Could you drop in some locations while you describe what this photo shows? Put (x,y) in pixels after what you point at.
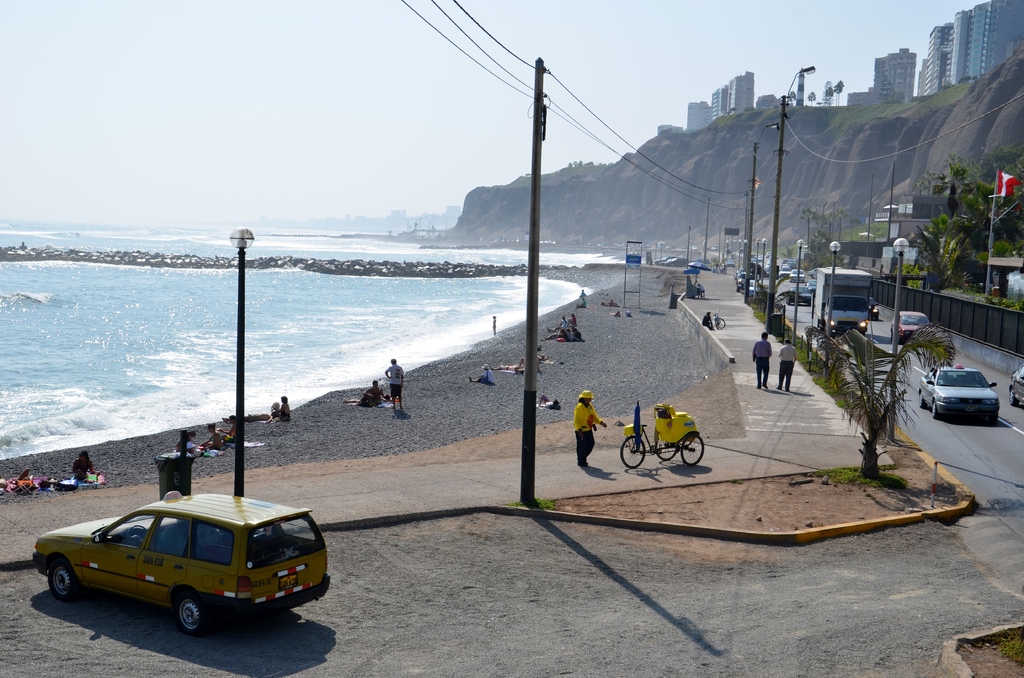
In the foreground of this image (328,625), there is a vehicle (241,569) on the land (491,620). On the right (1016,392), there are vehicles (1016,392) moving on the road (976,437), a flag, few trees (946,267), poles (900,272) and persons (784,374) and a vehicle (675,441) on the pavement (786,439). On the left (135,321), there is water (36,313), few persons (289,412) sitting and standing on the sand (442,425), stones (446,425) and a pole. In the background (643,187), on a cliff (976,97), there are few buildings (929,74) and the sky (389,175).
